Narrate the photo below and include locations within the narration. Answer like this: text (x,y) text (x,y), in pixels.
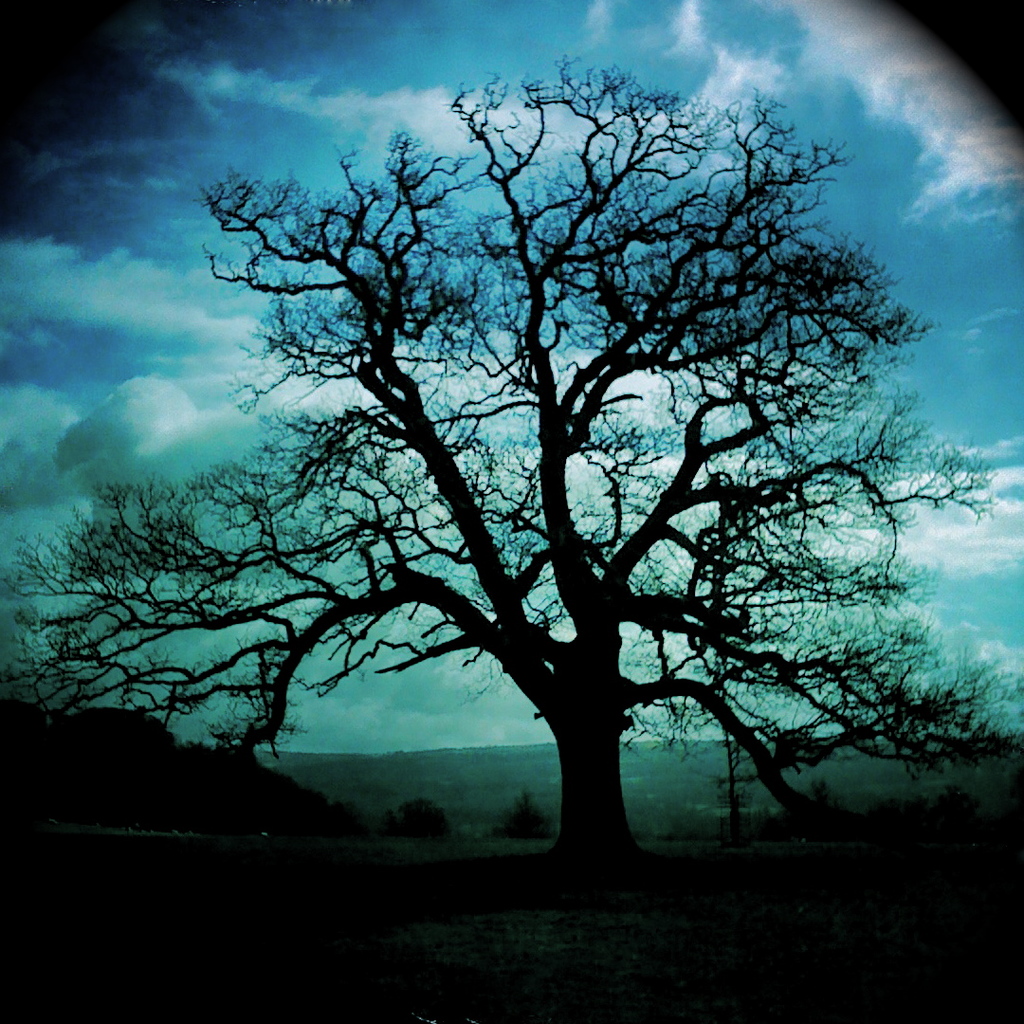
In this picture i can see many trees (265,582). In the background (692,815) i can see the farm land (388,841) and mountain (651,796). At the top (645,14) i can see the sky (779,36) and clouds (877,48).
